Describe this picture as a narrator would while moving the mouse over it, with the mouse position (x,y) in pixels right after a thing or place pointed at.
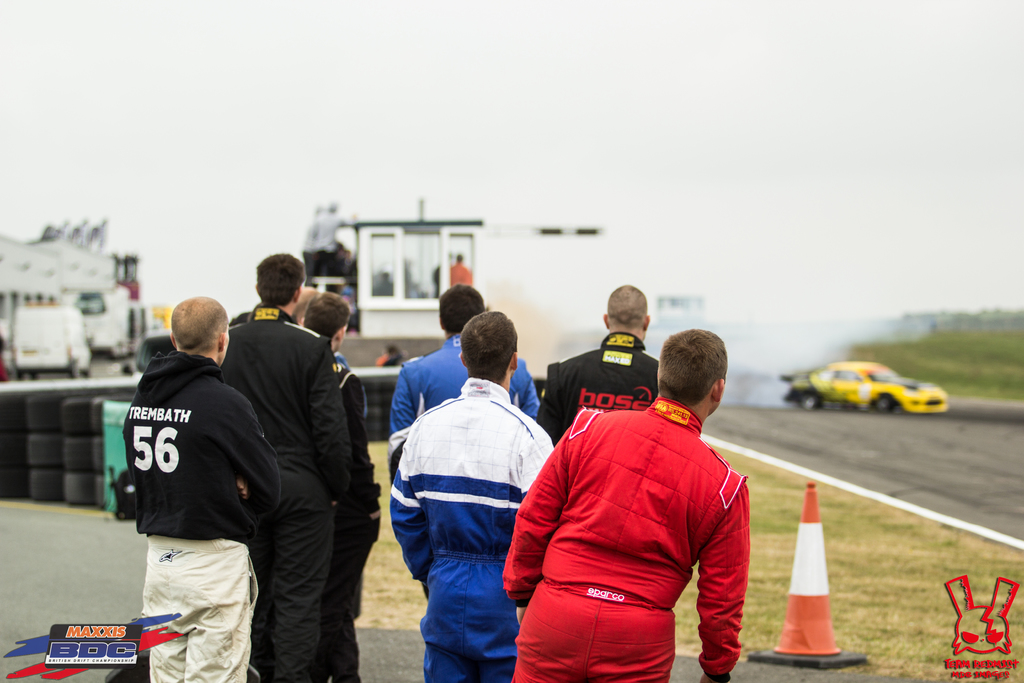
In this image I see few people (490,425) over here and I see the traffic cone (810,642) over here and I see the road (815,439) and I see a car (894,385) over here which is of yellow and black color and I see the tires (99,436) over here. In the background (4,377) I see few more people (351,254) over here and I see few vehicles (85,294) over here and I see the sky (723,128) and I see the grass (953,345) and I see the watermark (995,666) over here.
